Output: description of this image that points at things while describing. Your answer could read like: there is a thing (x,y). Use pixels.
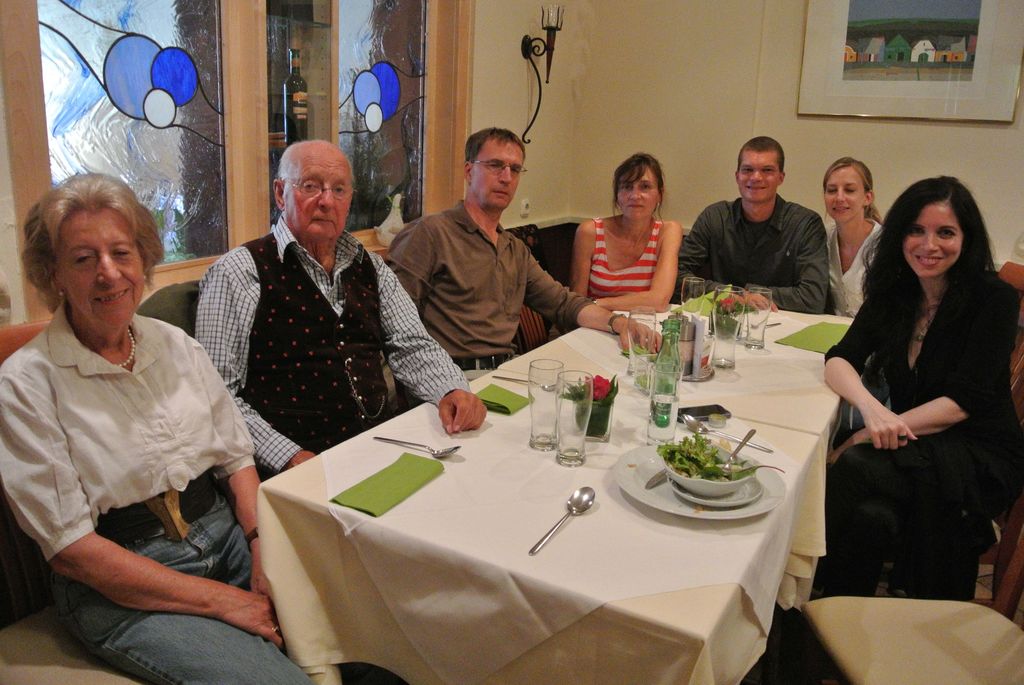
In this picture we can see some persons (42,415) are sitting on the chairs (11,541). This is table (576,619). On the table (566,489) there are plates (713,505), bowl (701,492), glasses (573,380), and spoons (711,430). On the background (663,160) there is a wall (711,95) and this is frame (909,95). Here we can see windows (383,105).
